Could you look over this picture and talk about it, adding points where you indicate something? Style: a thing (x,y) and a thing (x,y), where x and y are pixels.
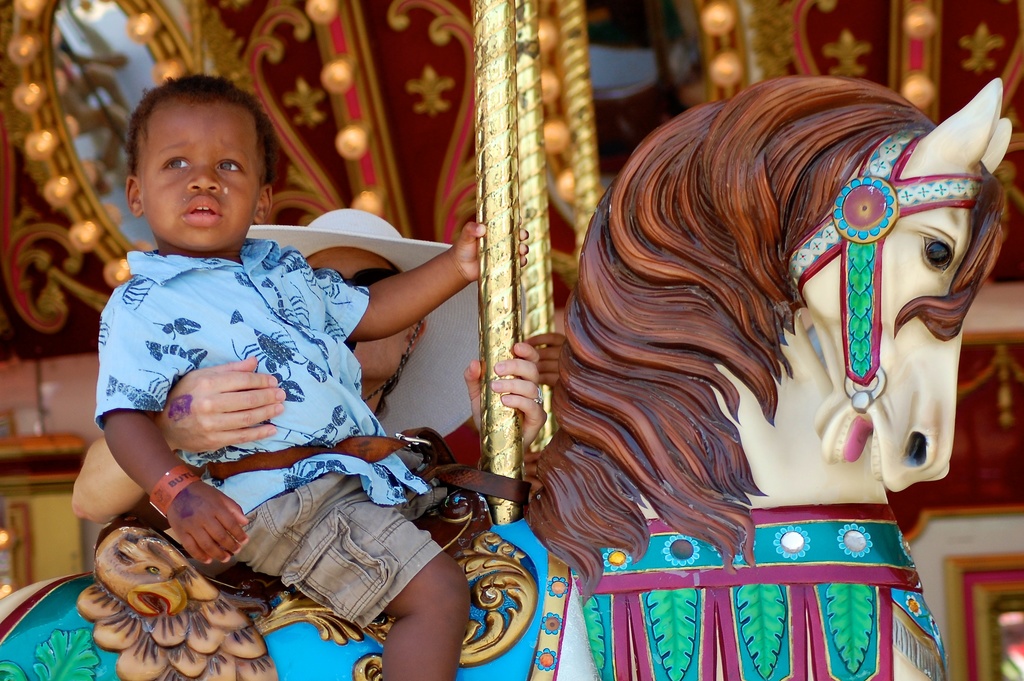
Here in this picture we can see a child (230,348) sitting on a carousel (761,559), which is present over there and behind him we can see a woman (205,388) holding the child (243,453) and she is wearing goggles (380,274) and hat (433,350) on her.
